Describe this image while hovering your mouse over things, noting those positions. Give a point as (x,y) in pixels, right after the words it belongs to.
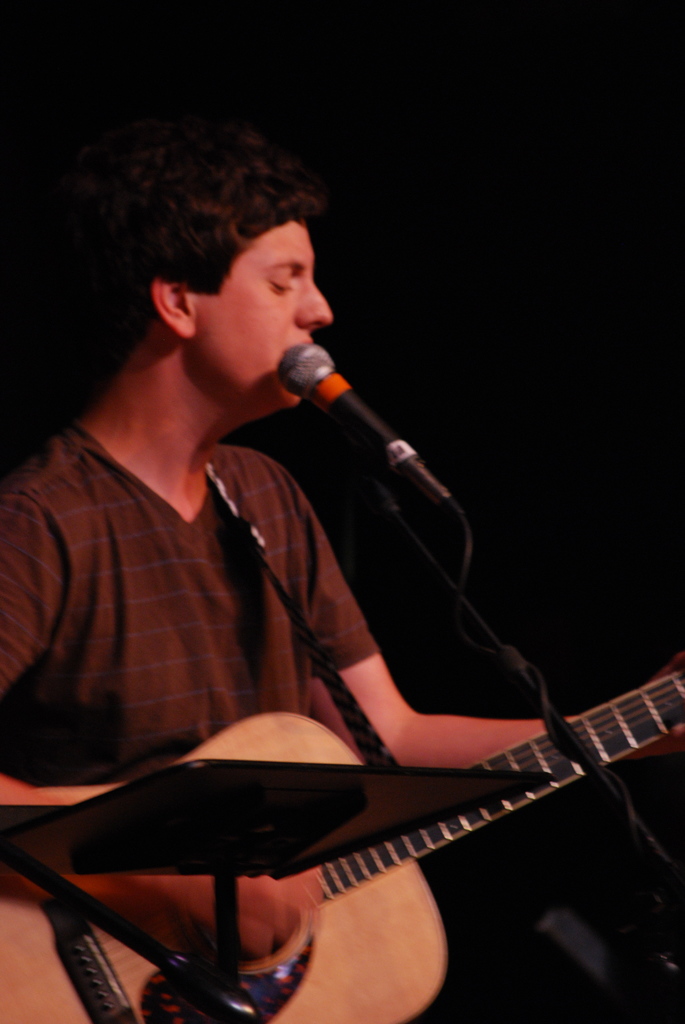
This picture shows a man (61,447) standing and playing guitar (303,729) and singing with the help of a microphone (379,436).
